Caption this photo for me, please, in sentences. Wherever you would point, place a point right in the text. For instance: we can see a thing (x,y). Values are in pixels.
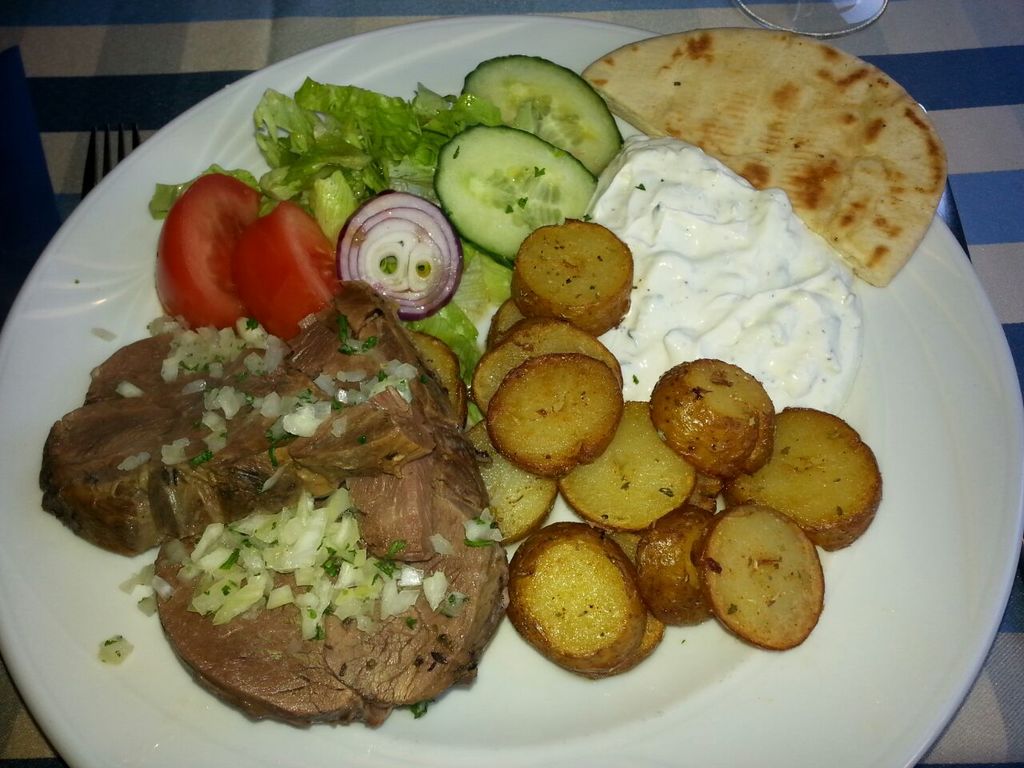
In this picture there is a table (207,49), on the table (206,80) there are glass (803,6), fork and plate (260,92), in the plate (477,321) there are tomato (234,267), onion (381,256), cabbage (408,171), meat (319,472) and other food items (616,218).
